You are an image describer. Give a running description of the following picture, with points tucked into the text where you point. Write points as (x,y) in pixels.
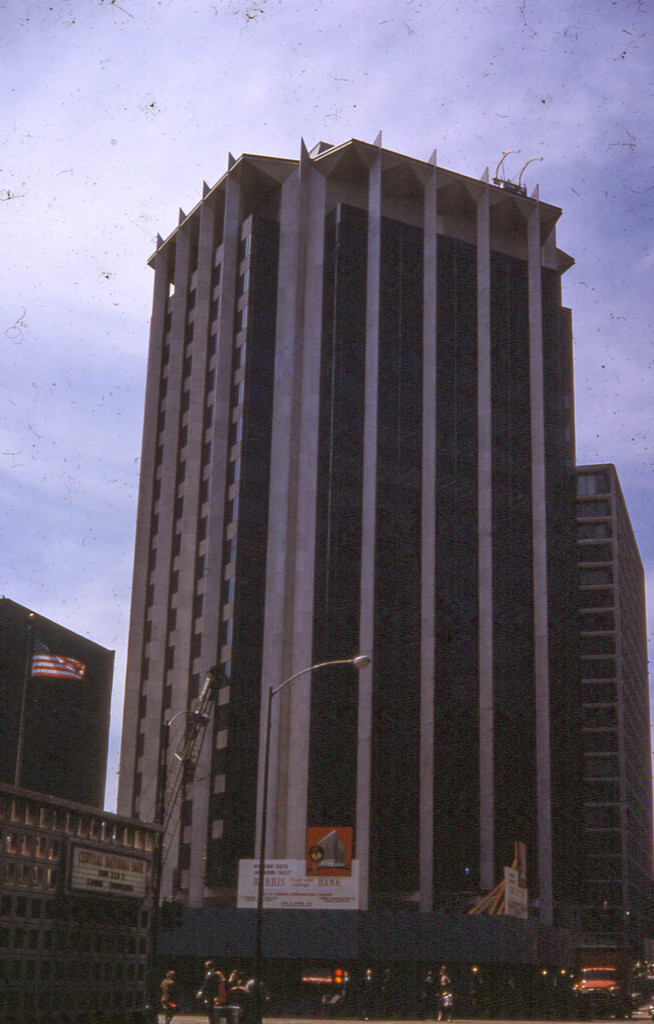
In this image in the front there is a pole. In the center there are persons (210,993) and in the background (192,703) there are buildings (305,811) and on the left side (96,884) there is a board (126,881) on the building (91,891) with some text (86,877) written on it and on the top of the building (13,836) there is a flag (36,665). In the center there are boards (308,894) with some text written on it and on the right side (587,993) there is a vehicle (606,997) and the sky (279,129) is cloudy.
